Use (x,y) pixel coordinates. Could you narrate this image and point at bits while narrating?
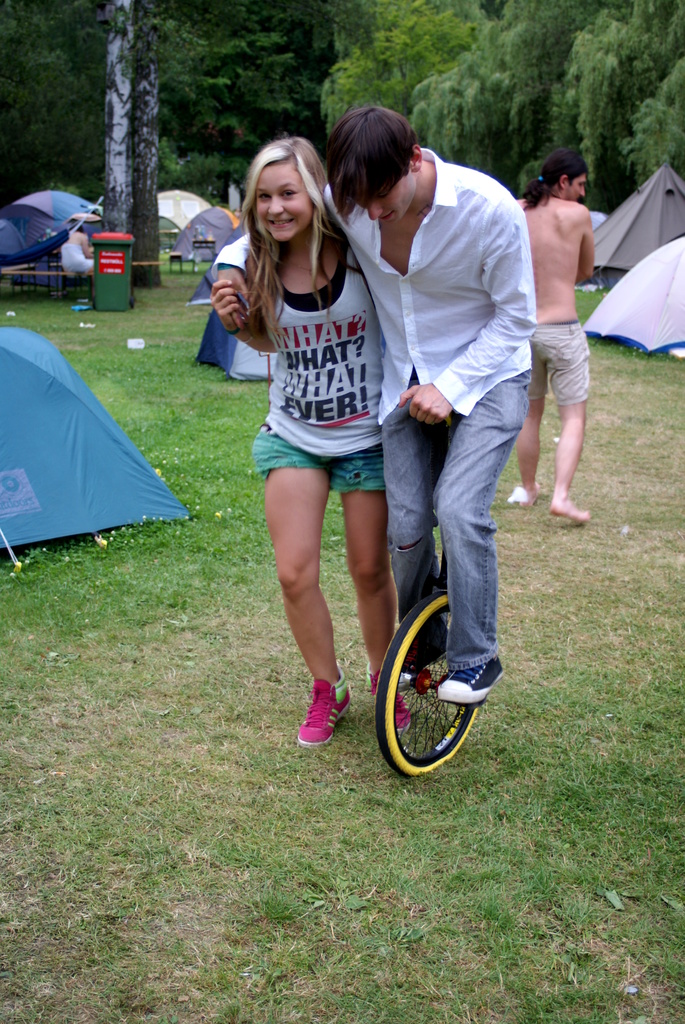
These 2 persons (447,339) are highlighted in this picture. These are tents (19,395). This person (406,193) kept his hand (232,278) on other person shoulder (272,284). This is a wheel (412,621). Grass (246,479) is in green color. Far there is a bin (109,263). These are number of trees (329,78). Far this person (69,267) is sitting on a bench (59,278).
